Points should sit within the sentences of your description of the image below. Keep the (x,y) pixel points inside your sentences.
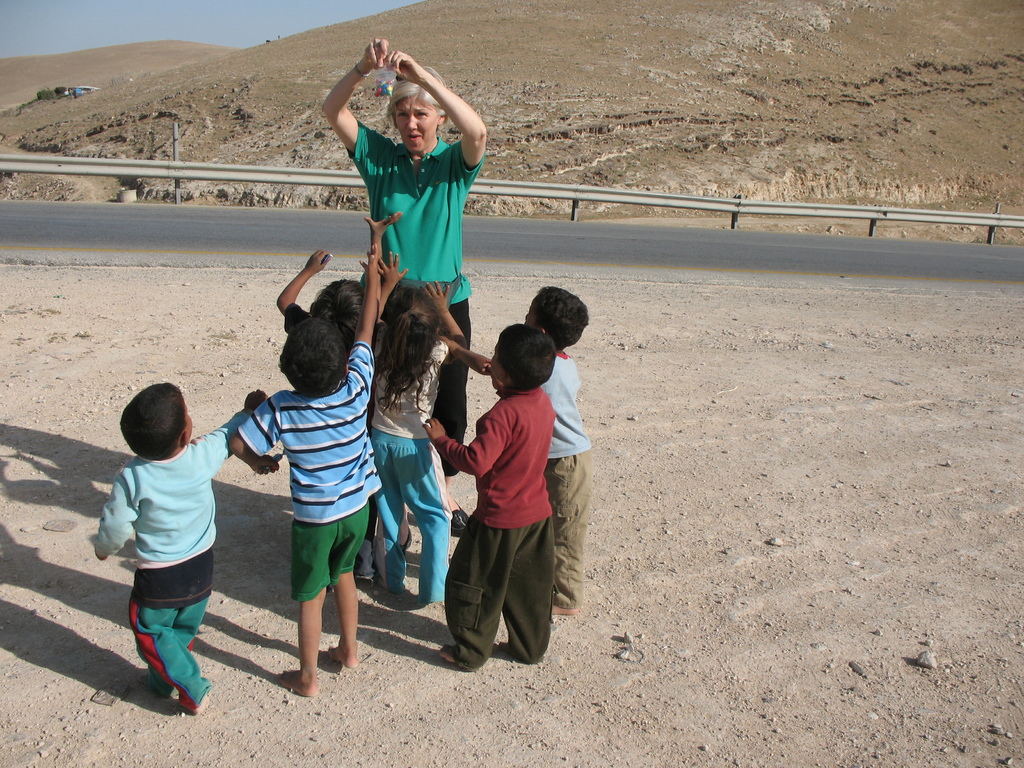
In this image there are persons (298,404) standing. In the background (574,197) there is a fence (352,176) and there is a road (510,228) and there are mountains (197,62).
